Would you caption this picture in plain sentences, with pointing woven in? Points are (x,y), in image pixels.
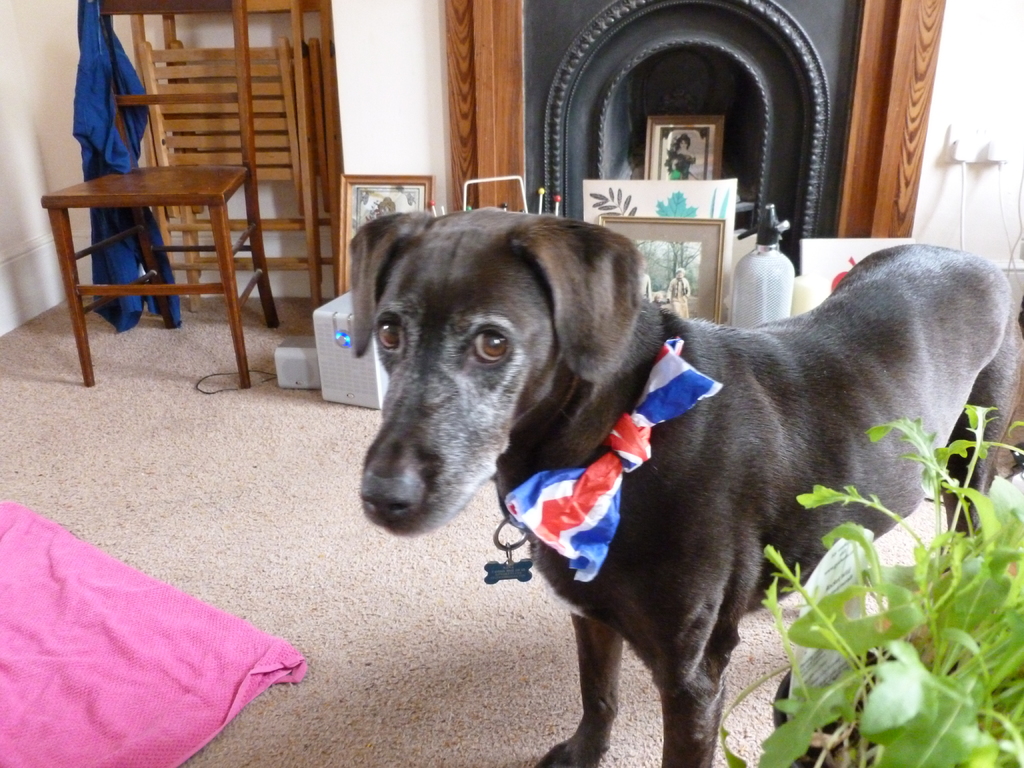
Here we can see a dog (502,352) on the floor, and here is the flower pot (937,560), and here are the chairs (187,144), and here is the photo frames (691,249).
